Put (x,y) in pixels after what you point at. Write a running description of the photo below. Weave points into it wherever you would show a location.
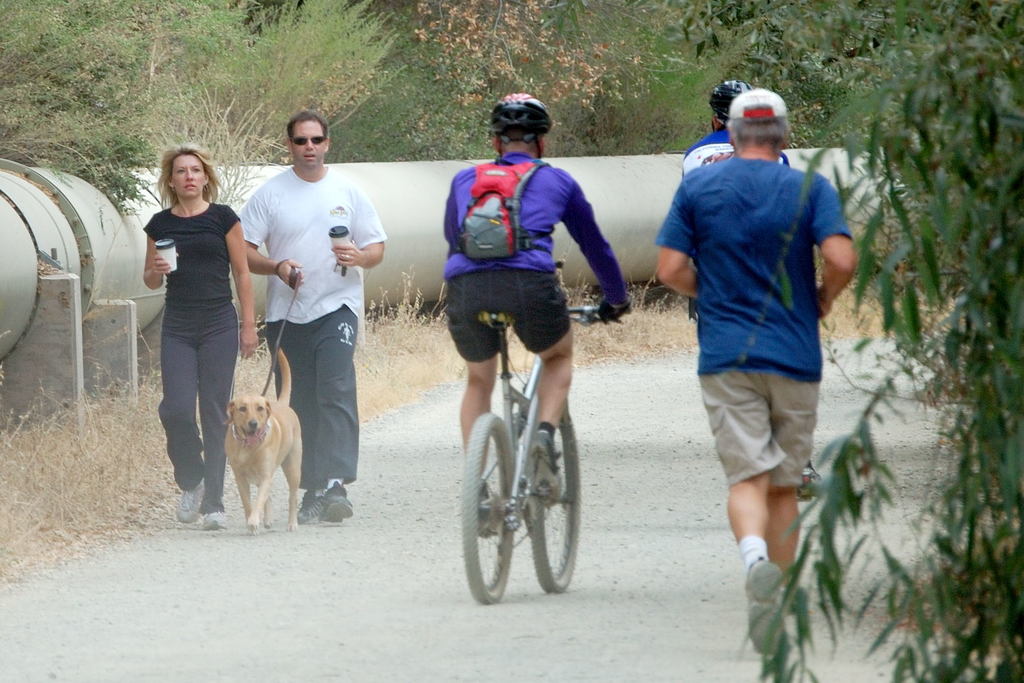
In this picture we can see man (472,282) wore helmet (532,115) carrying bag (521,236) riding bicycle (528,387) on road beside to him persons (691,185) running and walking carrying their cups (172,255) in their hands (343,250) and dog (240,420) in other hand (288,262) and in background (273,67) we can see trees (147,94), pipes (60,204).
